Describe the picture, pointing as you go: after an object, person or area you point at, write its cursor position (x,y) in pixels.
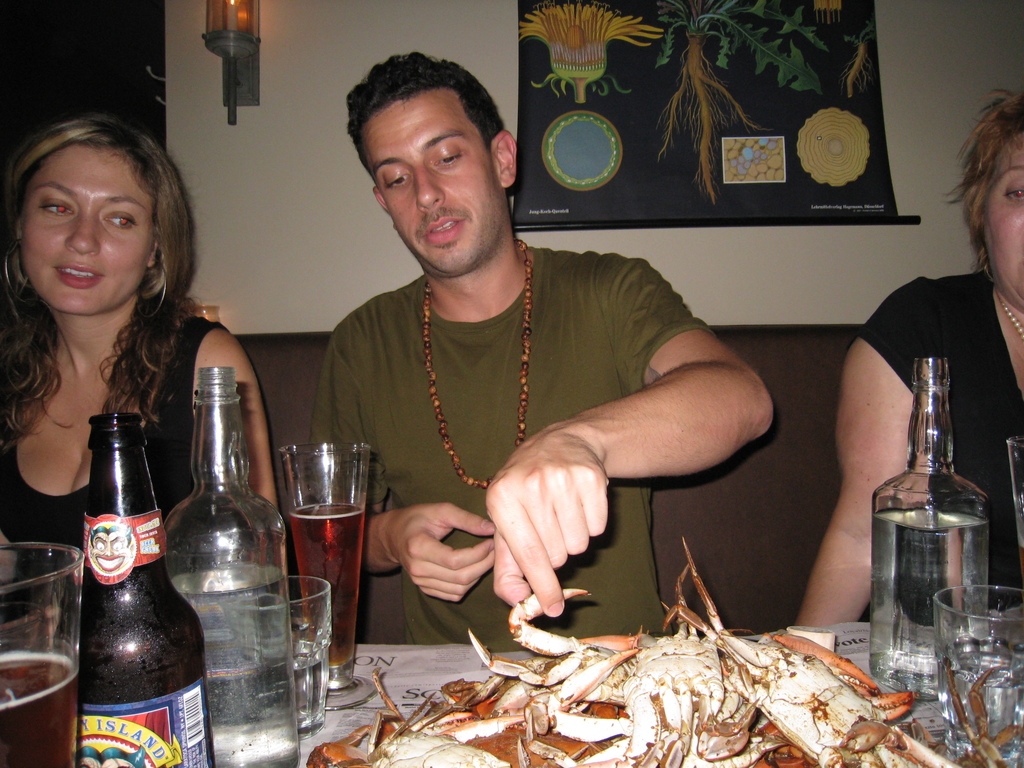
There are three persons (333,373) sitting in a sofa (760,371) and there is a table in front of them which has some eatables (671,685) and drinks (202,627) on it.
